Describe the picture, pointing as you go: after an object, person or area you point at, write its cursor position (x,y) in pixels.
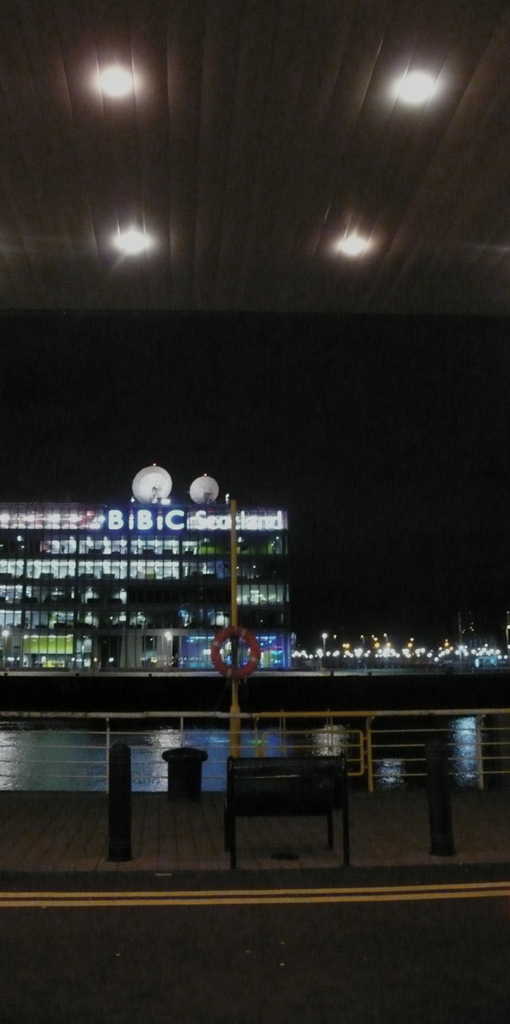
In this image I can see the bench (251,808). In-front of the bench (247,794) there is a railing (216,726) and the orange color tube (224,670). I can also see the water (218,750) to the side of the railing (262,754). In the back (98,666) I can see the building (167,611) with the lights (273,660) and the sky (258,390). I can also see the road (286,958) in the front (266,914).
